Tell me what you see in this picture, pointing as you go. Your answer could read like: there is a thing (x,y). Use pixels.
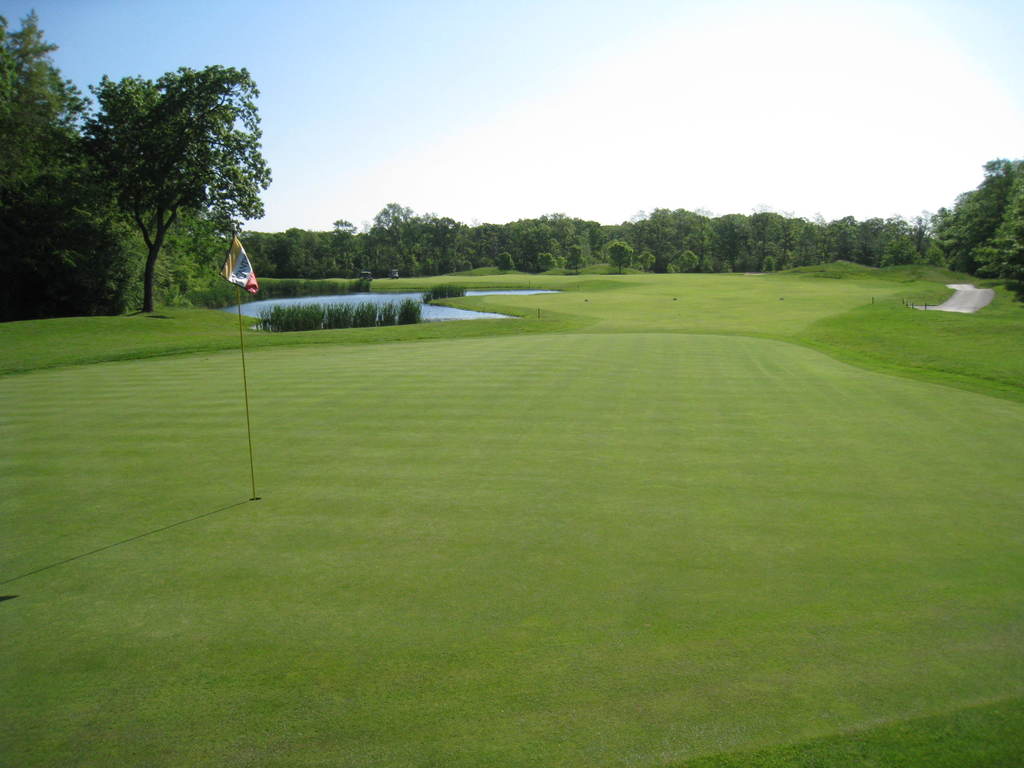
In this image we can see some plants (268,289), trees (154,257), grass (154,368), water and a flag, in the background (438,104) we can see the sky (807,94).
